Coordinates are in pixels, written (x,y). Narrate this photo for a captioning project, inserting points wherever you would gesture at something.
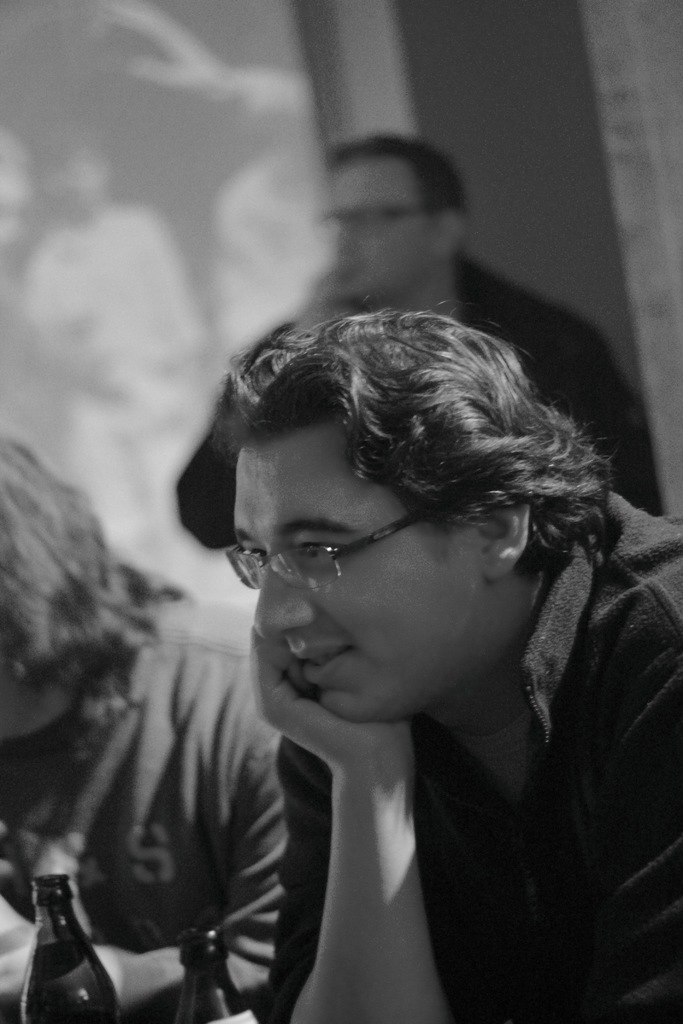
In the image we can see there is a person (518,861) who is sitting in front (518,936) and the image is in black and white colour.
